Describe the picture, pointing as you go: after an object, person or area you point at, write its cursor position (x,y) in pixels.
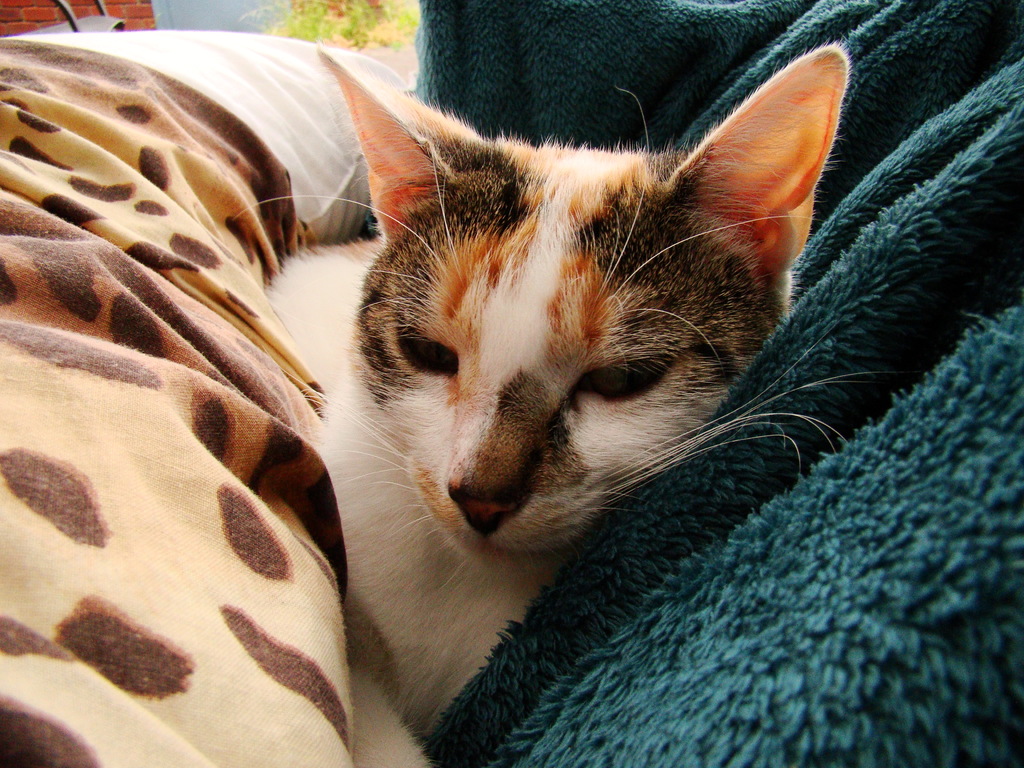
In this image we can see a cat (412,433) under a blanket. In the top left (274,55), we can see a pillow (254,79), plants (309,12) and a wall (114,14). On the right side (706,486), we can see another blanket (652,498).
